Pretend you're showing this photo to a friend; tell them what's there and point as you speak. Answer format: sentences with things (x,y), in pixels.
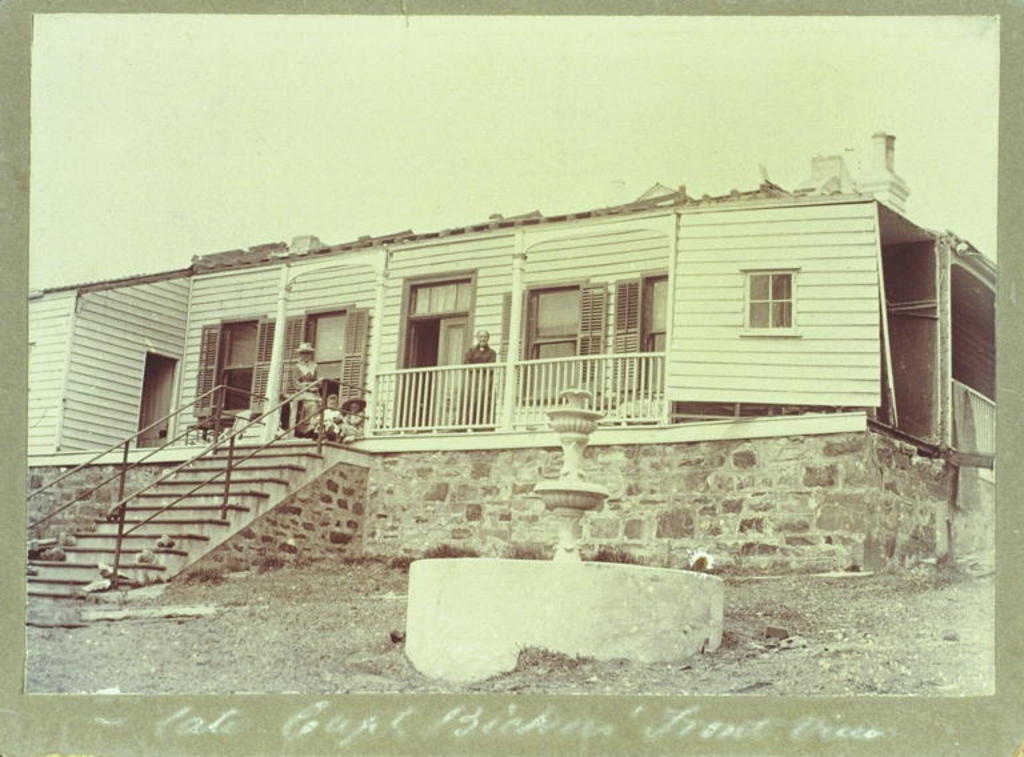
In this image, this looks like a photo on a paper (657,740). I can see a house (496,332) with the windows (540,350). There are few people (331,426) standing and sitting. These are the stairs (244,488) with the staircase holders (130,497). This is a sculptural fountain (559,567). At the bottom of the image (665,727), I can see the letters (873,738).
